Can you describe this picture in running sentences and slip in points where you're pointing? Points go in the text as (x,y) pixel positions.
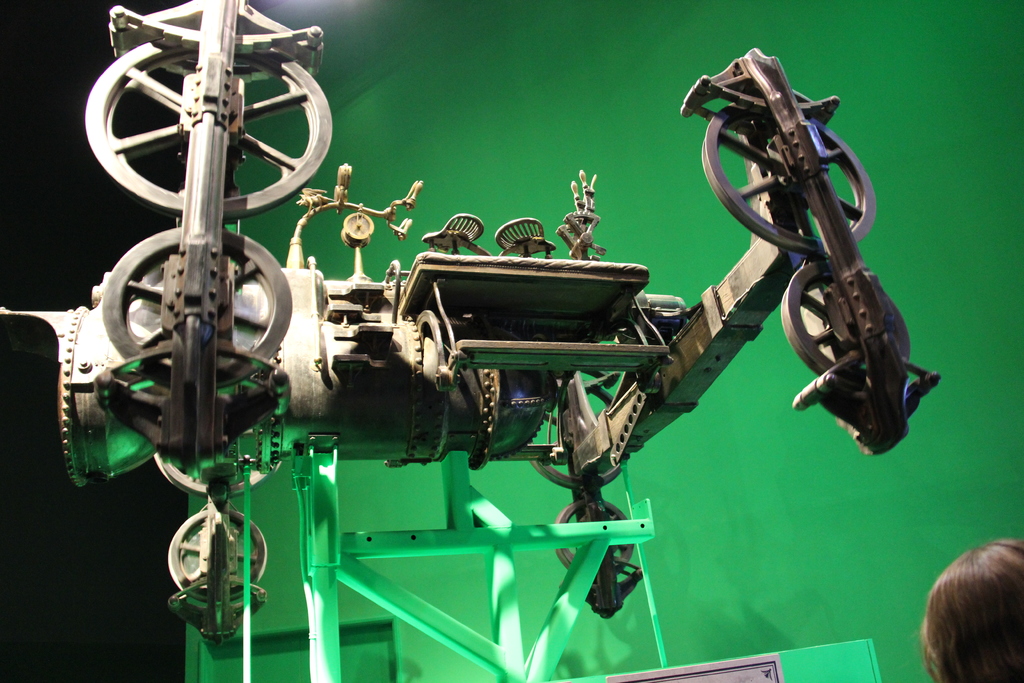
In this image in the foreground (626,286) there is one machine (626,286), and in the background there is a board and some light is coming out and on the right side (948,615) there is one person's head (978,614) is visible. And there is a green background.
